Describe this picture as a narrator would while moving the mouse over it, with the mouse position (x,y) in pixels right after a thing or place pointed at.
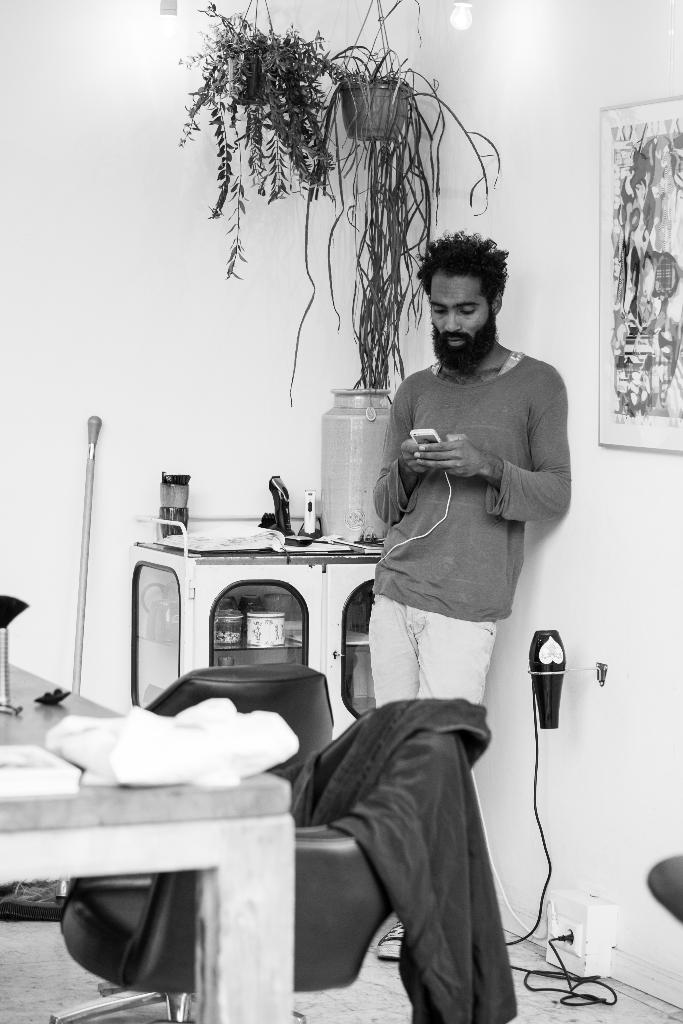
In this image there is a person (497,389) standing and holding a mobile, there is a book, papers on the table (59,805), chairs (261,674), frame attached to the wall (322,277), light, objects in the cupboard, plant (370,378), wall (545,139).
